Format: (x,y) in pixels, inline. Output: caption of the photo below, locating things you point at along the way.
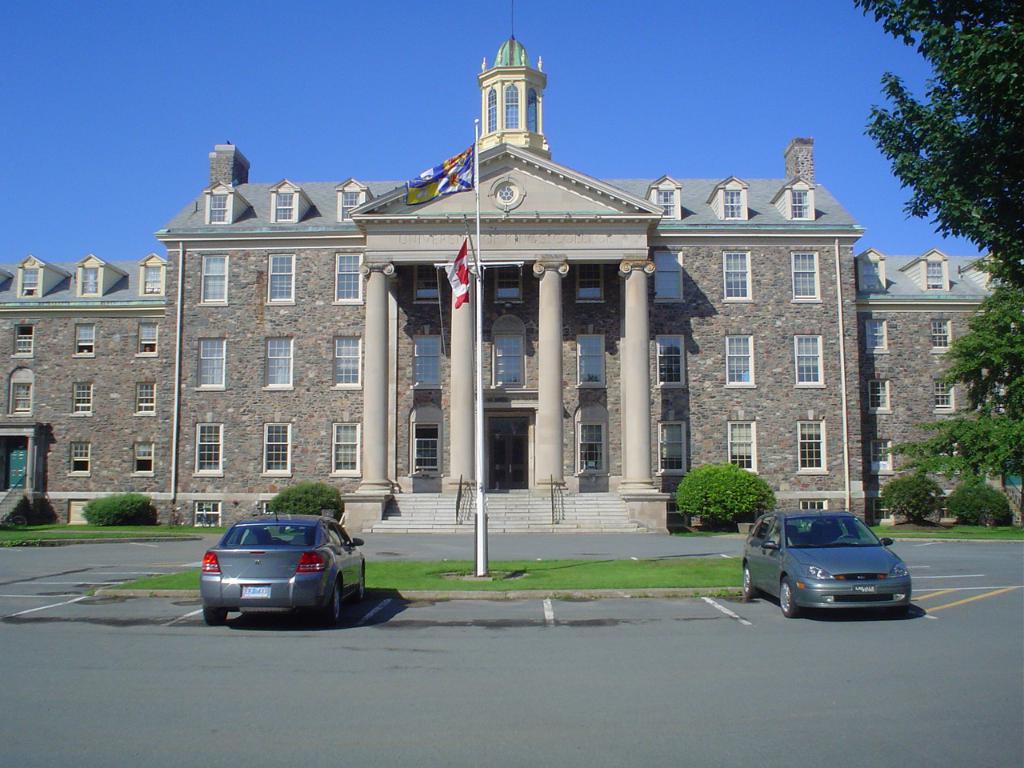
In this image I see a building (377,324) over here and I see 2 flags (472,166) and I see the road (430,551) over here and I can also see the grass (488,566), bushes (924,498), 2 cars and the trees (936,66). In the background (692,121) I see the blue sky (692,121).
